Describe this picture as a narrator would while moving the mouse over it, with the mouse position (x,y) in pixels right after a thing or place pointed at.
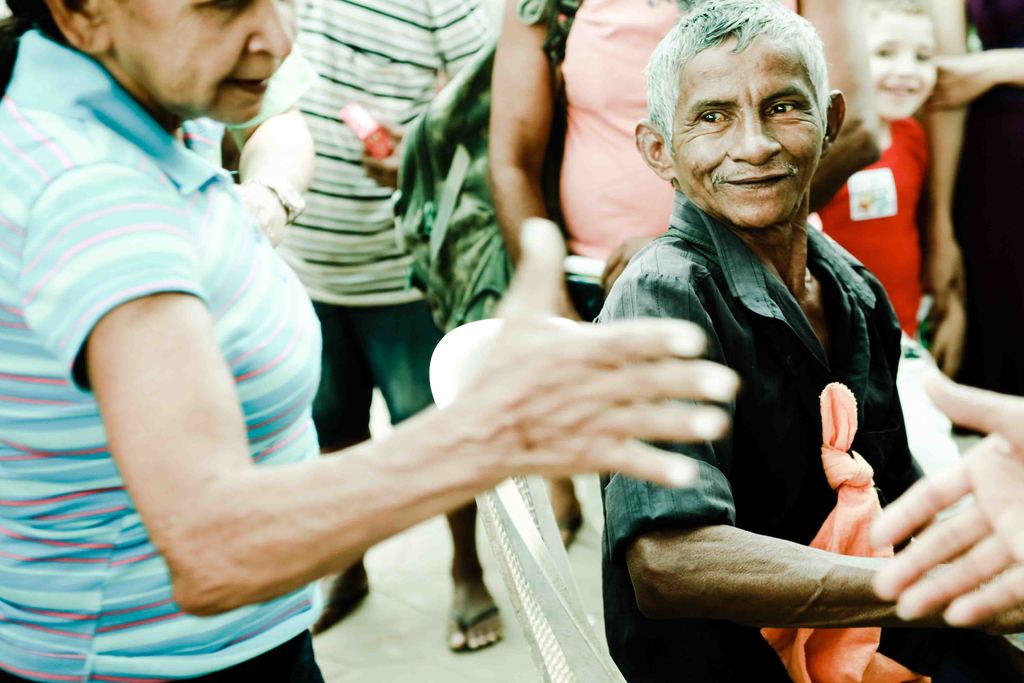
In this image I can see a crowd (119,136) is standing on the road (501,581). This image is taken during a day.
